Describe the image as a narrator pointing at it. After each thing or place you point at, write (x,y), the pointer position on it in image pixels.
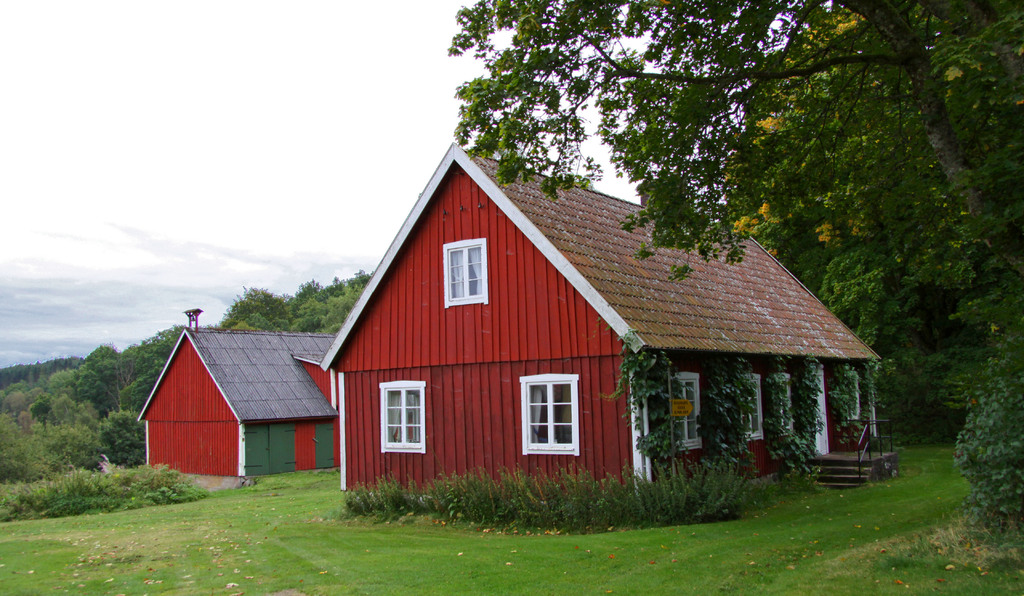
In the picture we can see a grass surface (453,537) on it, we can see some plants (47,498) and two houses (438,404) and windows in it and some creepers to the walls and behind the houses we can see trees (12,451) and sky (22,185) with clouds (307,268).
